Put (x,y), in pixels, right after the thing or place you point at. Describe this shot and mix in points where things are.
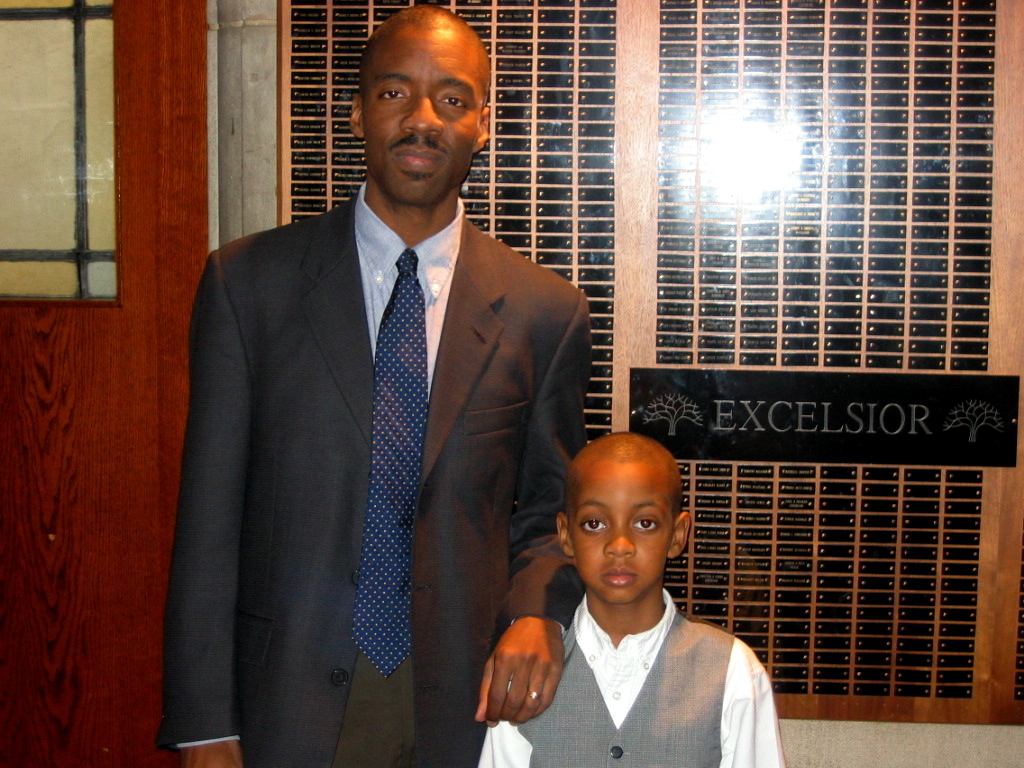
In this picture we can observe a man (406,526) and a boy (664,524) standing. The man (323,580) is wearing a coat (345,352), shirt (360,253) and a tie (377,416). Behind them we can observe a brown color door (60,254). We can observe a reflection of light (720,163) in the background (720,163).
